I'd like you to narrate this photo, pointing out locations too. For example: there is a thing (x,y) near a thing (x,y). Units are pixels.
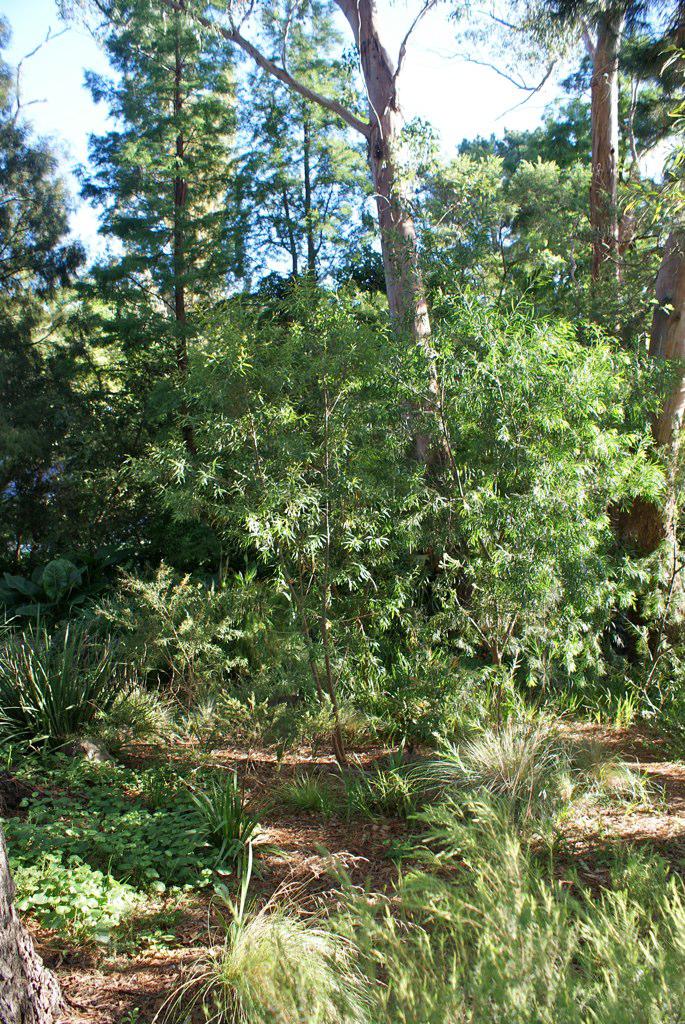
In this image I can see the ground (261,902), some grass (275,940) and few trees (232,499). In the background (397,17) I can see the sky (416,48).
